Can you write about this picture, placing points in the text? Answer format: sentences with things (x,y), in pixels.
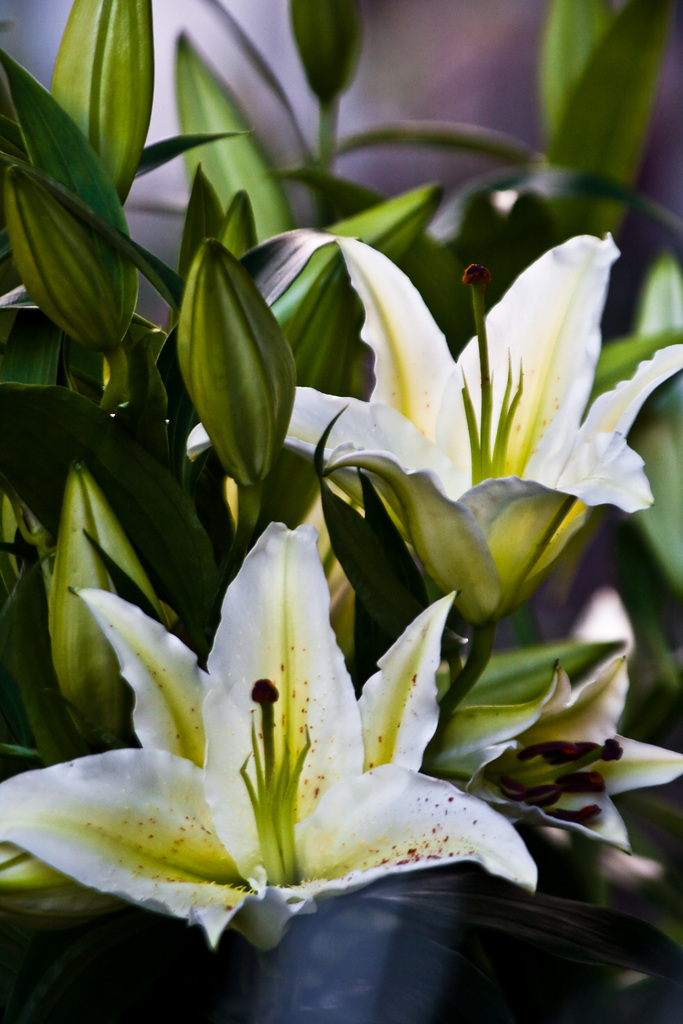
In this image I can see few flowers (304,702) which are white, yellow and green in color to the plant (325,436) which is green in color. I can see the blurry background (480,235).
